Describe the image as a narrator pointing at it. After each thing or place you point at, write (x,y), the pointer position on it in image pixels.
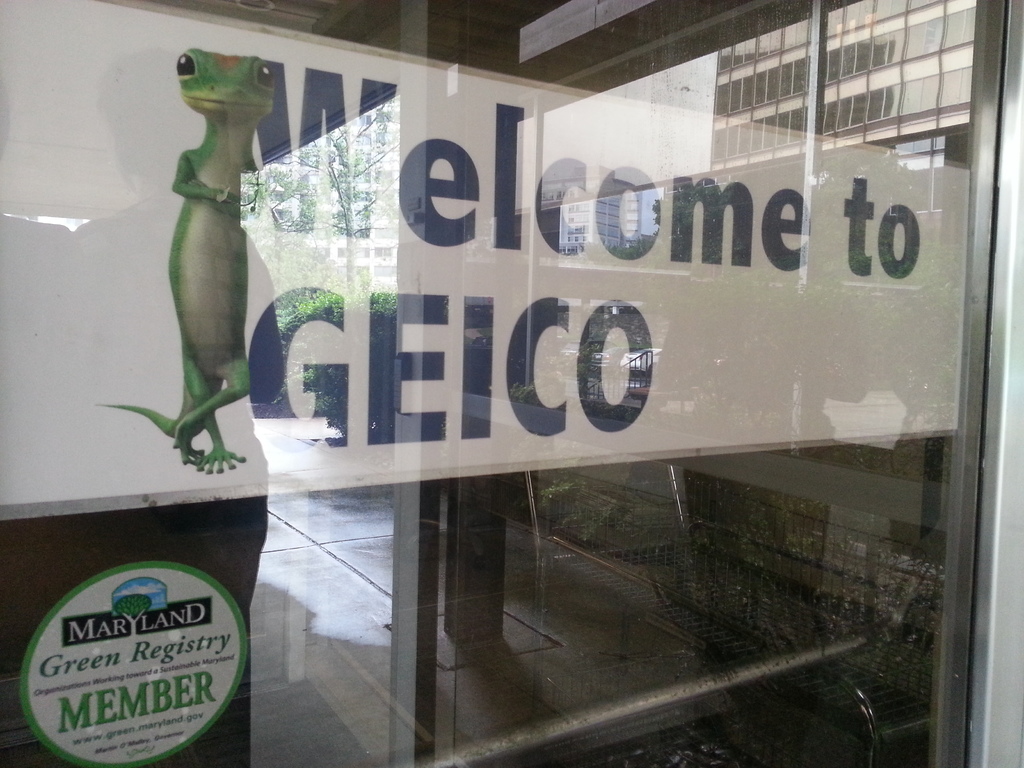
In this image we can see a glass door (497,390) with text (379,376) and image (216,320) and through the glass (370,390) we can see few trees (346,165) and buildings (822,141).
